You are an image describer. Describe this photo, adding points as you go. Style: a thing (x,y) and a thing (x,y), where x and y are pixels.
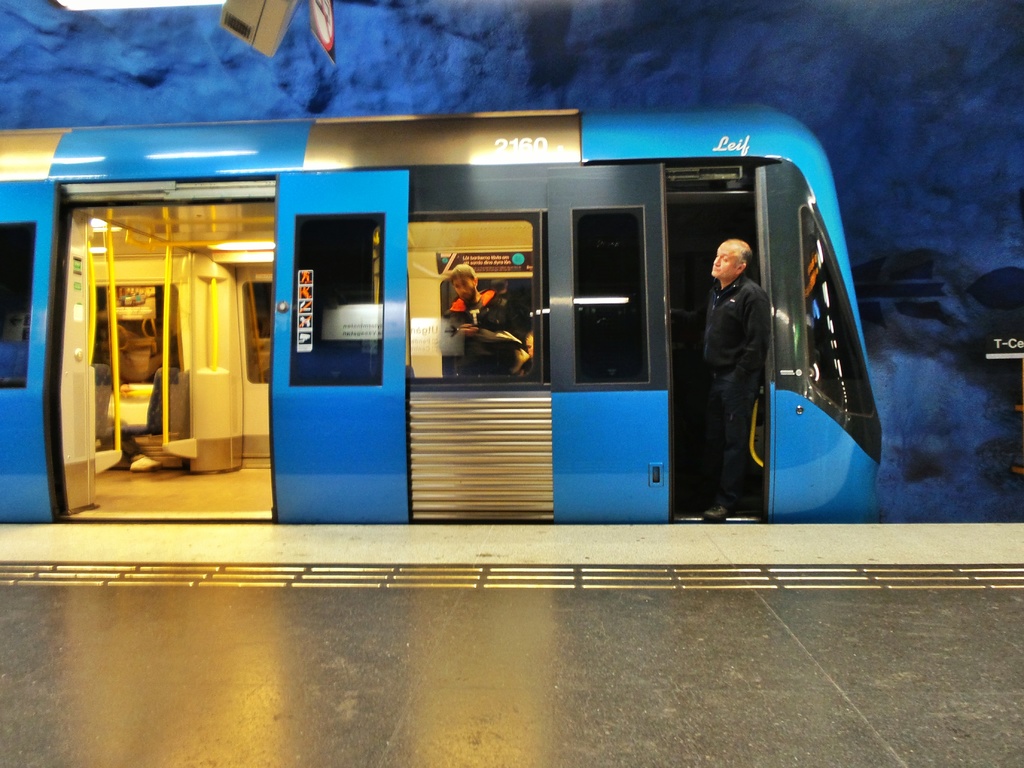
In this picture we can see few people (490,304) in the train (551,441), and we can find few metal rods (167,266), lights (255,250).
